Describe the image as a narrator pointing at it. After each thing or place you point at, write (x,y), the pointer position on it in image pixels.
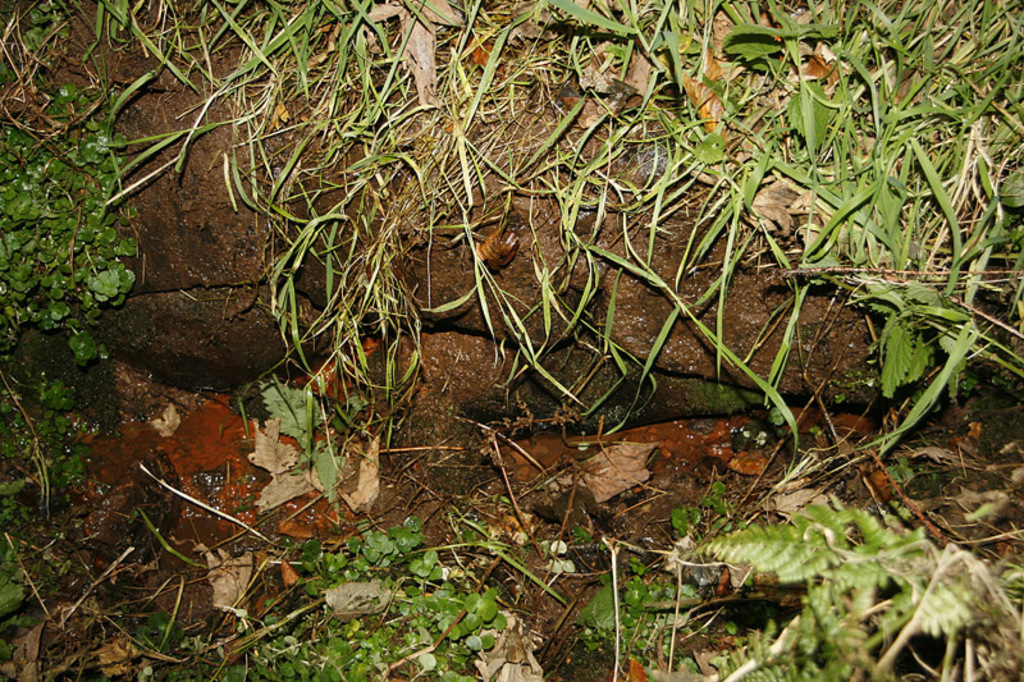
In this picture we can see the wall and it is wet. We can see the green grass (686,258), leaves (648,77) and the tiny plants (2,215).
